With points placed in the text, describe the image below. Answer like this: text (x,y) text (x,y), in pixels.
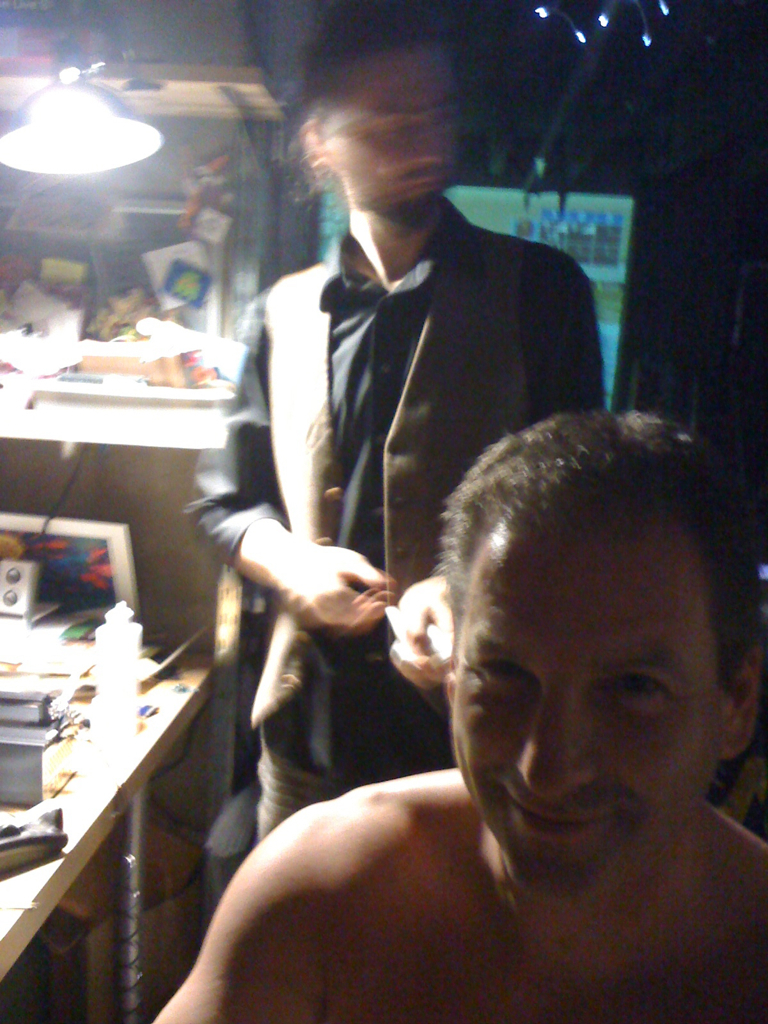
In this picture we can see two persons (523,548), on the left side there is a table (83,679), we can see some things (68,594) present on the table (75,694), we can see some papers (173,292) here, there is a lamp (44,142) here.
